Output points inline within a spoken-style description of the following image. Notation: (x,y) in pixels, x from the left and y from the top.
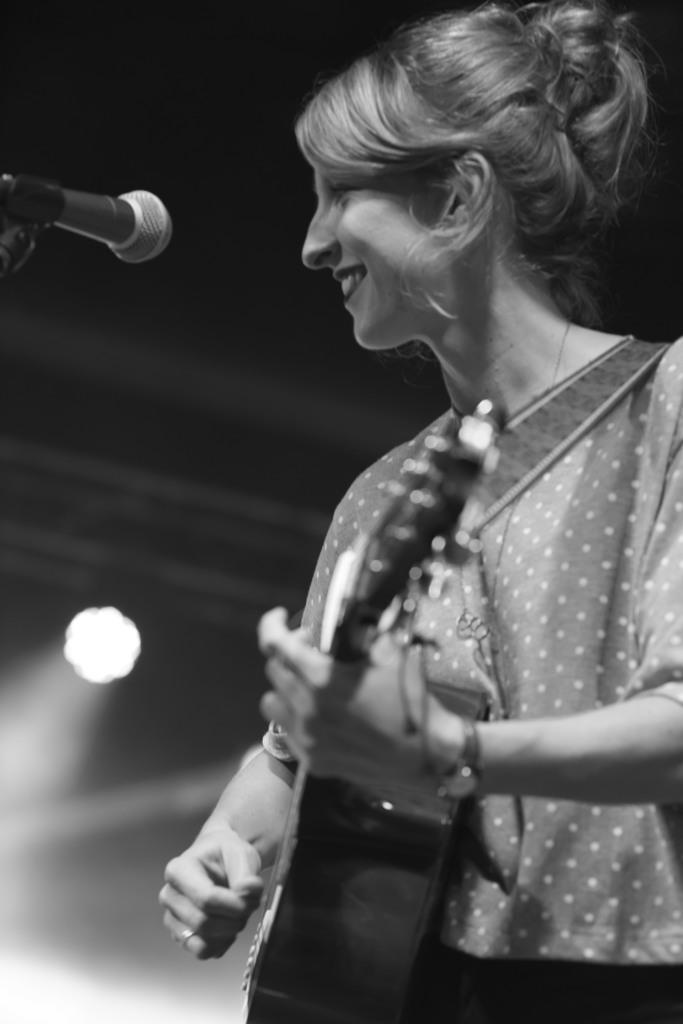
In this image we can see a lady (519,656) standing and holding a guitar (330,968). On the left (86,212) there is a mic (126,249). In the background (122,639) we can see a light (115,652).
